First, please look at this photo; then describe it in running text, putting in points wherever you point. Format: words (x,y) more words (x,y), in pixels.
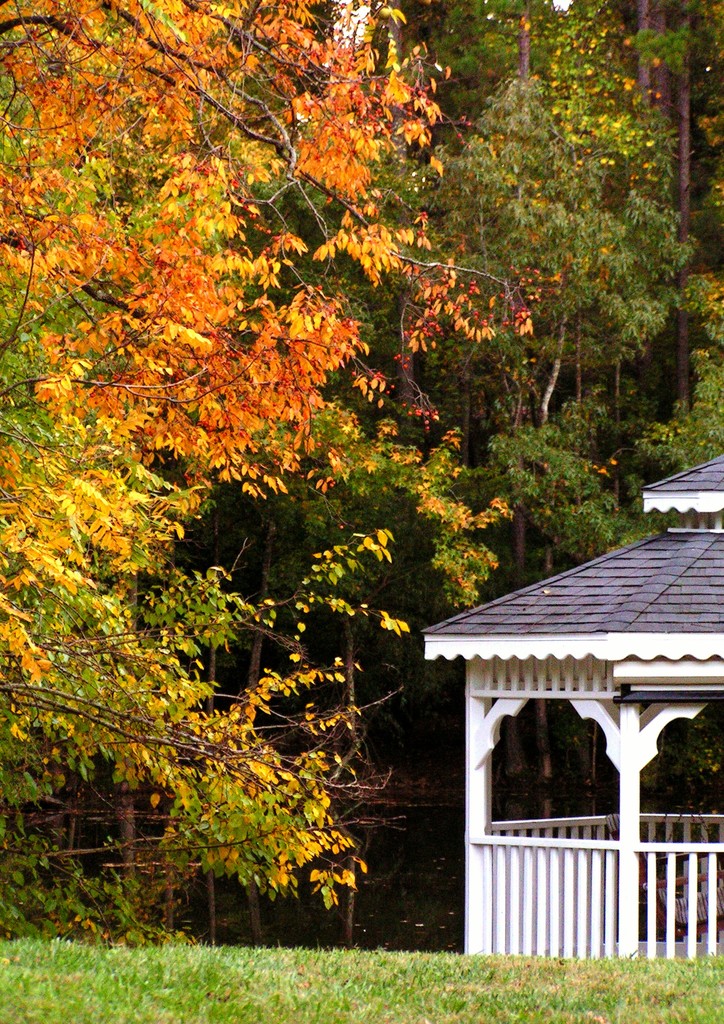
In this image on the right side (609,732) we can see a open shed (612,732), chair (676,919), railing (579,876), roof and grass (260,1006) at the bottom (369,1016). In the background (258,520) we can see trees (313,359).
